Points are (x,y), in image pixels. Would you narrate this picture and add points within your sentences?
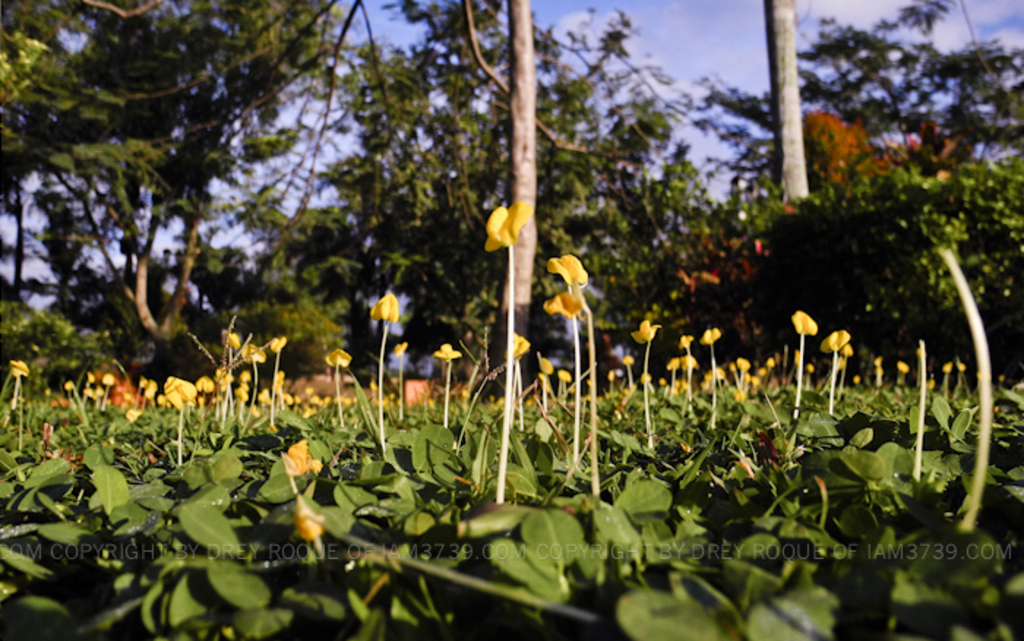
In this image, we can see plants (511,409), flowers (178,443), some text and there are trees (640,121). At the top (688,31), there are clouds (688,31) in the sky (693,24).
